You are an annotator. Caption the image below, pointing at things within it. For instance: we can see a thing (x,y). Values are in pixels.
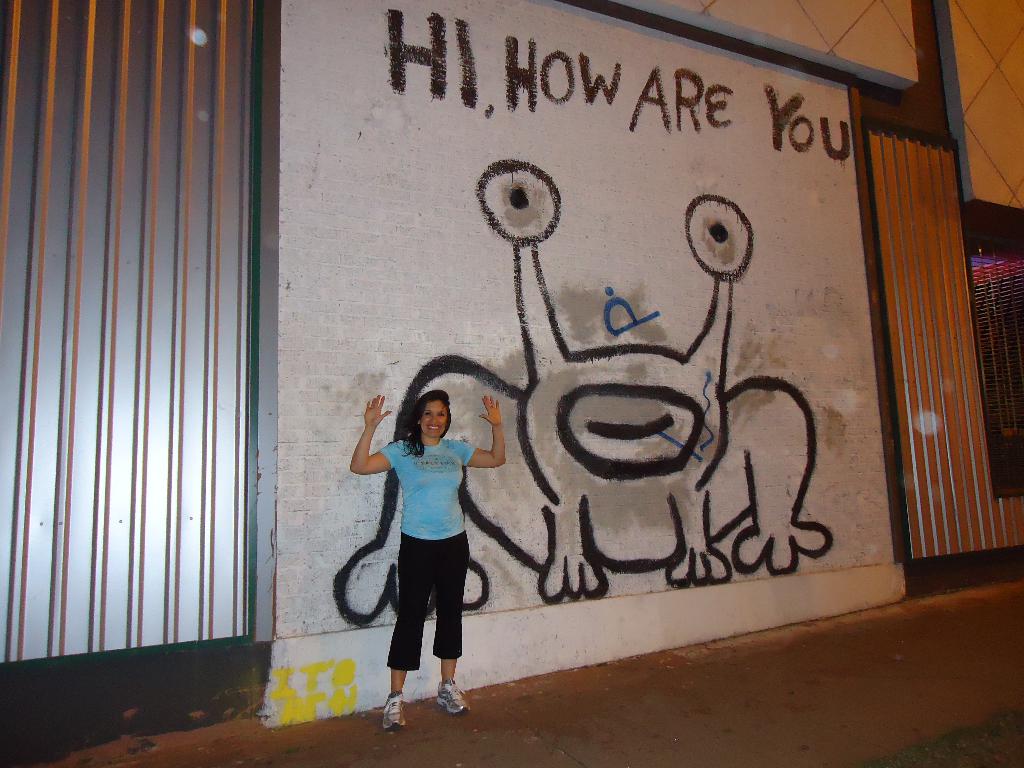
In this image there is a woman (421,603) standing. She is smiling. Behind her there is a wall (641,196). There is a picture (630,464) on the wall (610,479). Above the picture (574,481) there is text (667,107) on the wall (614,104).
